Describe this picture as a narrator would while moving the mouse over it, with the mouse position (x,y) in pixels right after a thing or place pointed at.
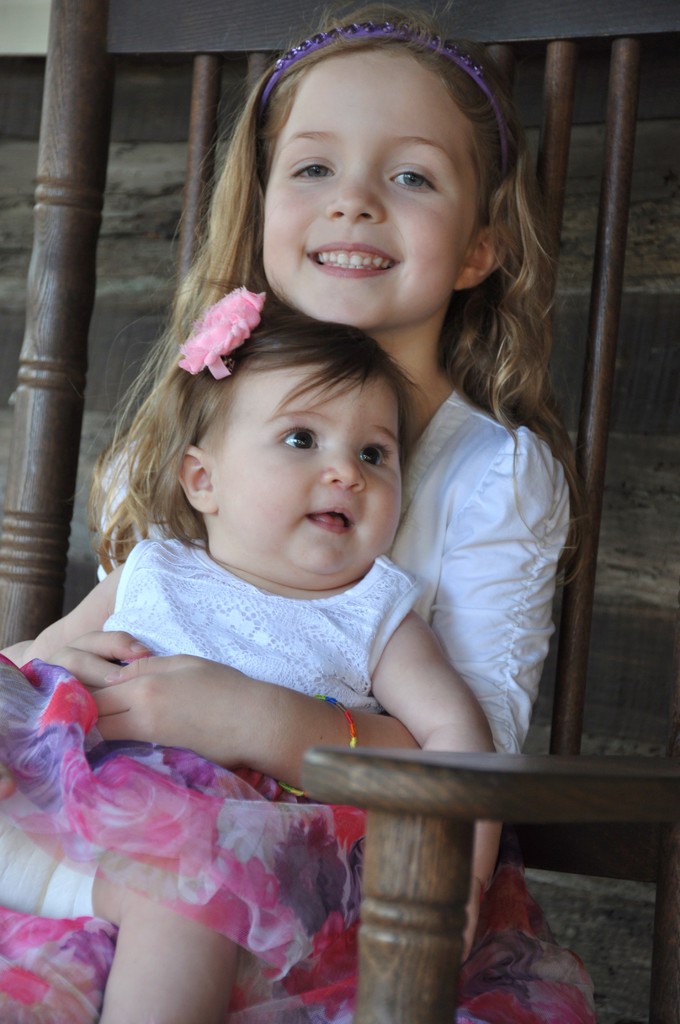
There are two girls (420,560) sitting in the wooden chair (582,759) and smiling. This looks like a wall (146,230).
